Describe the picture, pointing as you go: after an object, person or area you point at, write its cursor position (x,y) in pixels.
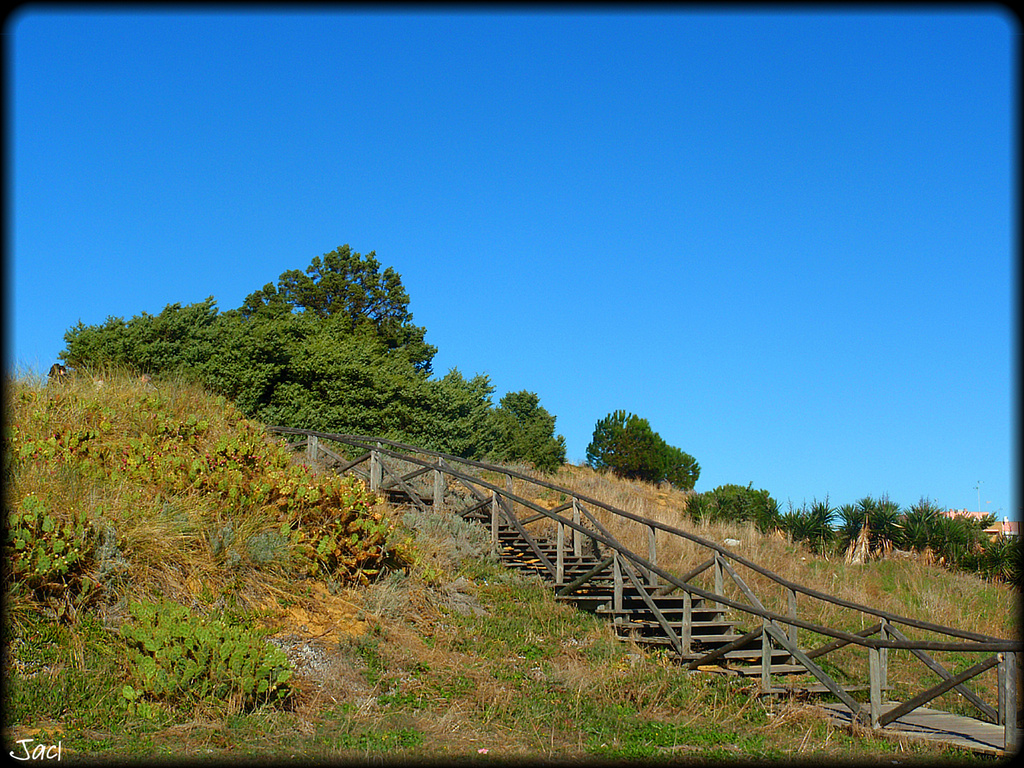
In this image I can see few trees (929,541), grass (867,594), houses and few stairs (697,649). The sky (601,234) is in blue color.
